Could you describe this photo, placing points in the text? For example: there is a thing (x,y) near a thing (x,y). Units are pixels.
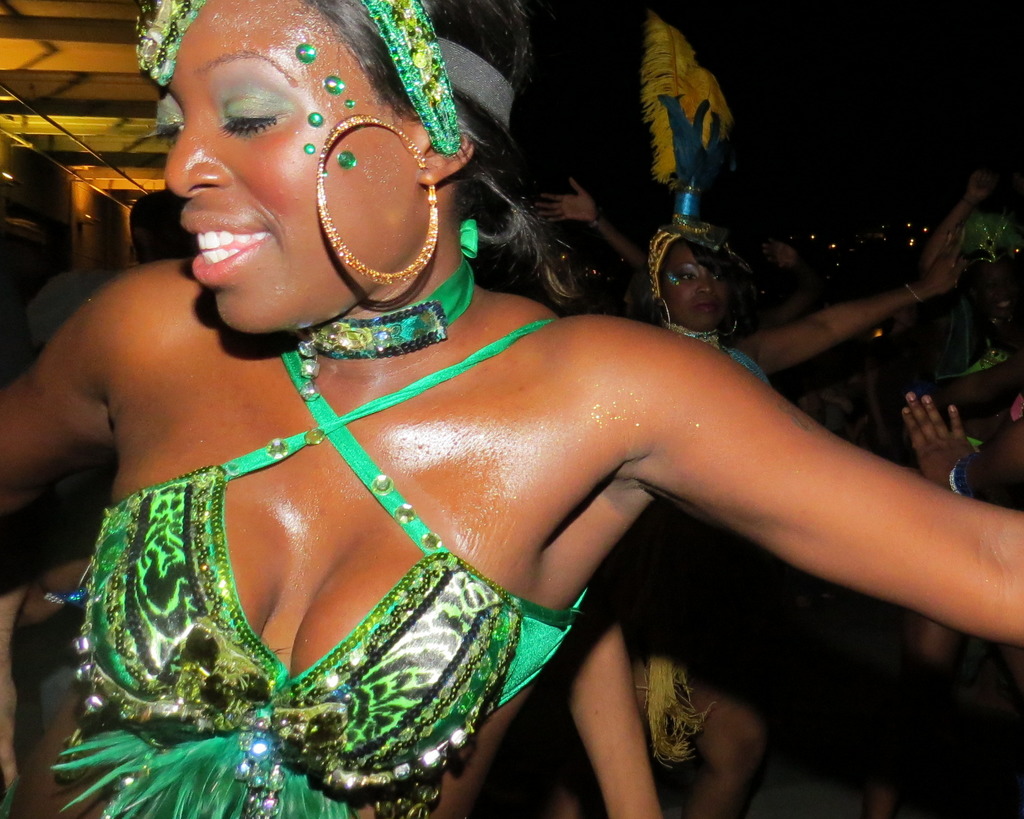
In the image few ladies (285,497) are dancing. They are wearing costume (415,335). In the background (96,73) there is a building (42,143).
